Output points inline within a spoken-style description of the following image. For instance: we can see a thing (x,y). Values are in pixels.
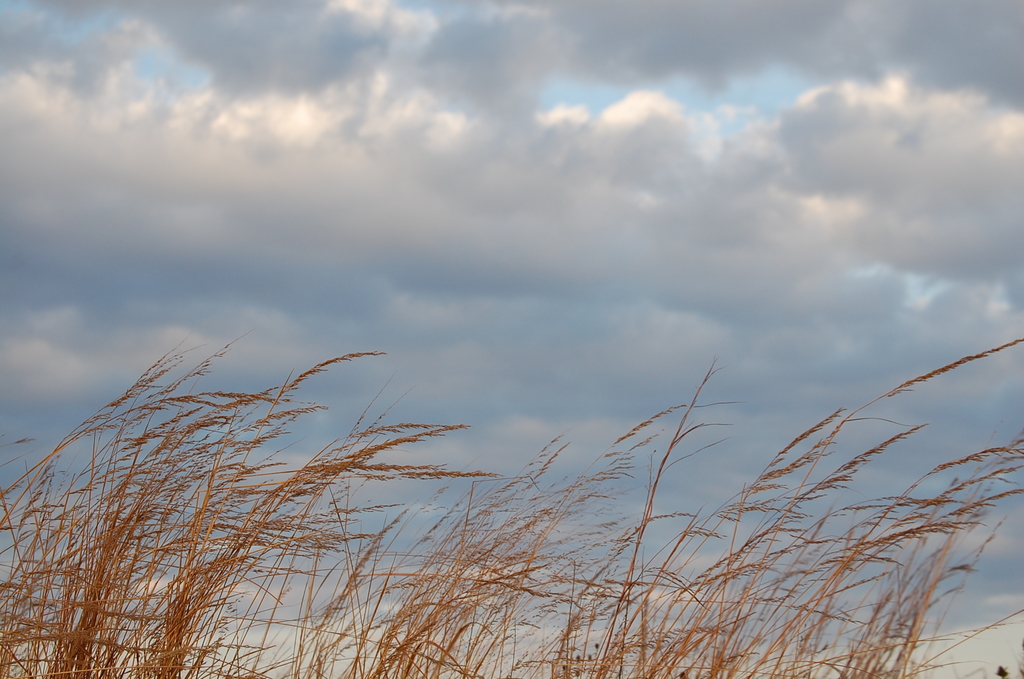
In this image we can see some grass (837,478) and at the top (372,157) we can see the sky (436,186) with clouds (553,167).
